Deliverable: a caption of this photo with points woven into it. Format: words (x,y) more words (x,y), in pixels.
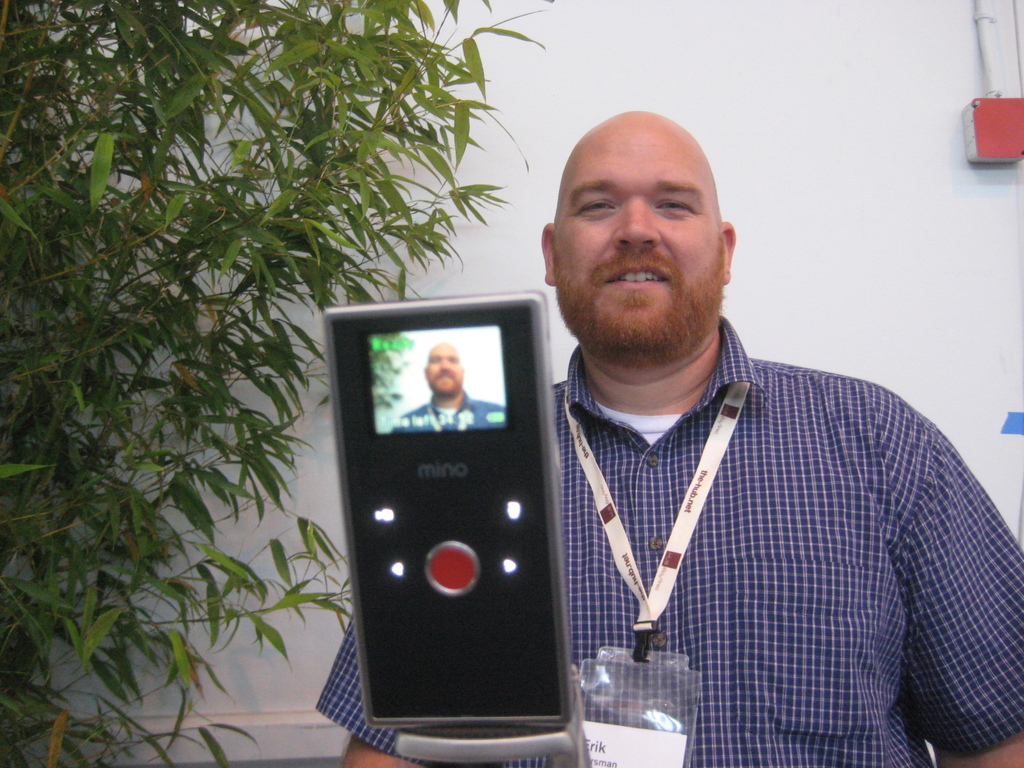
On the right side (799,391), there is a person (810,471) in a shirt (861,582), wearing a badge (654,692) and smiling. In front of him, there is a camera (525,453). On the left side (31,624), there is a tree (365,137) having green color leaves (352,137). In the background (767,50), there is a white color wall (916,181).
